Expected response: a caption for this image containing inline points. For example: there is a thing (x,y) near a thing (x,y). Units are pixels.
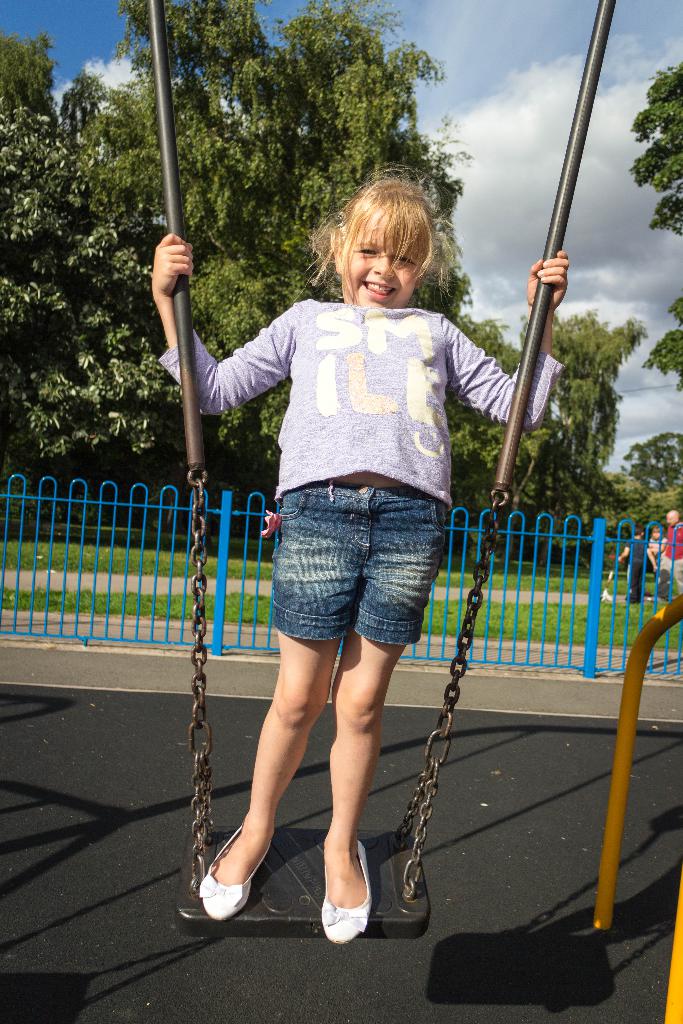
In the picture I can see a girl (427,519) on the metal single swing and there is a smile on her face (422,244). In the background (104,623), I can see the metal fence (243,560) and trees (596,441). There are clouds (502,82) in the sky (502,82).
